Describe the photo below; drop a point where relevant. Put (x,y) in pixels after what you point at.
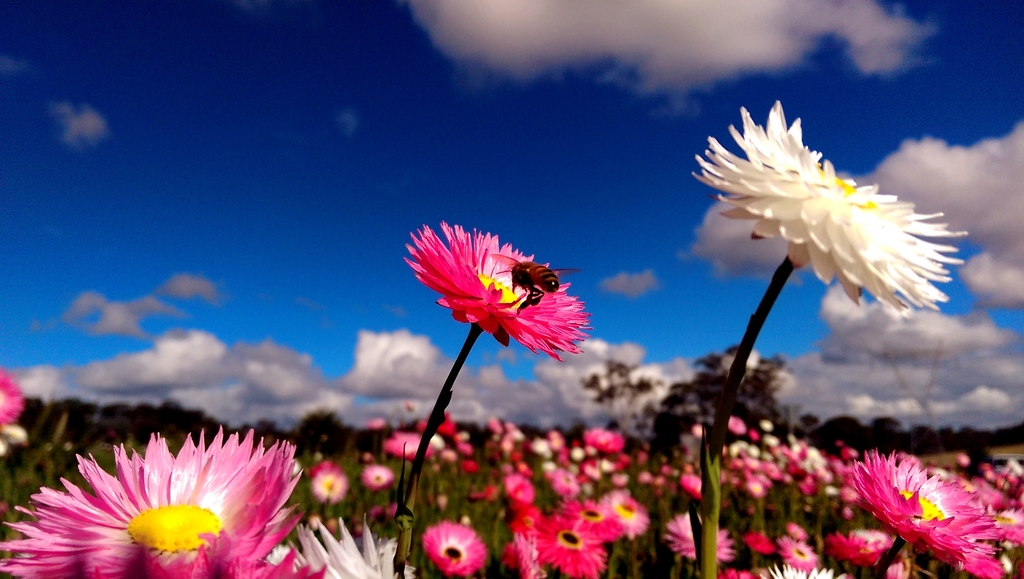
In this image I can see few flowers (988,556) in white and pink color and I can also see an insect (534,283) in brown color. Background (266,288) the sky (396,214) is in white and blue color.
